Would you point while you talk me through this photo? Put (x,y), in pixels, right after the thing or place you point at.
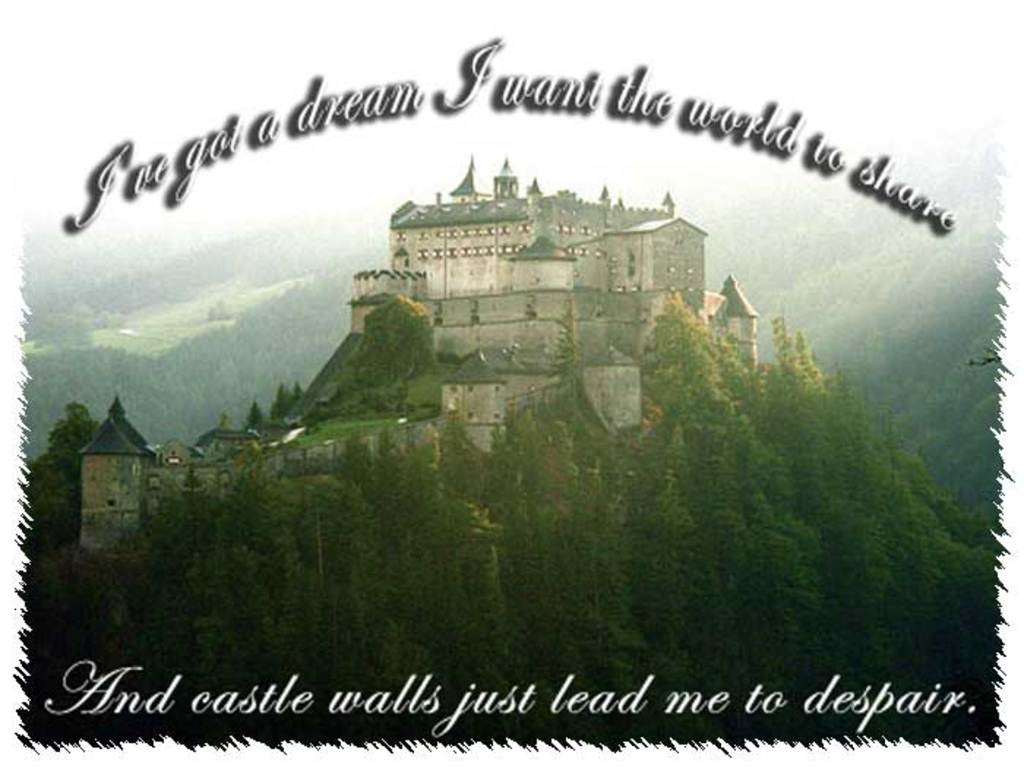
In this image we can see a castle (496,374) and there are trees (563,529). At the top (218,139) and bottom there is text (492,701).
